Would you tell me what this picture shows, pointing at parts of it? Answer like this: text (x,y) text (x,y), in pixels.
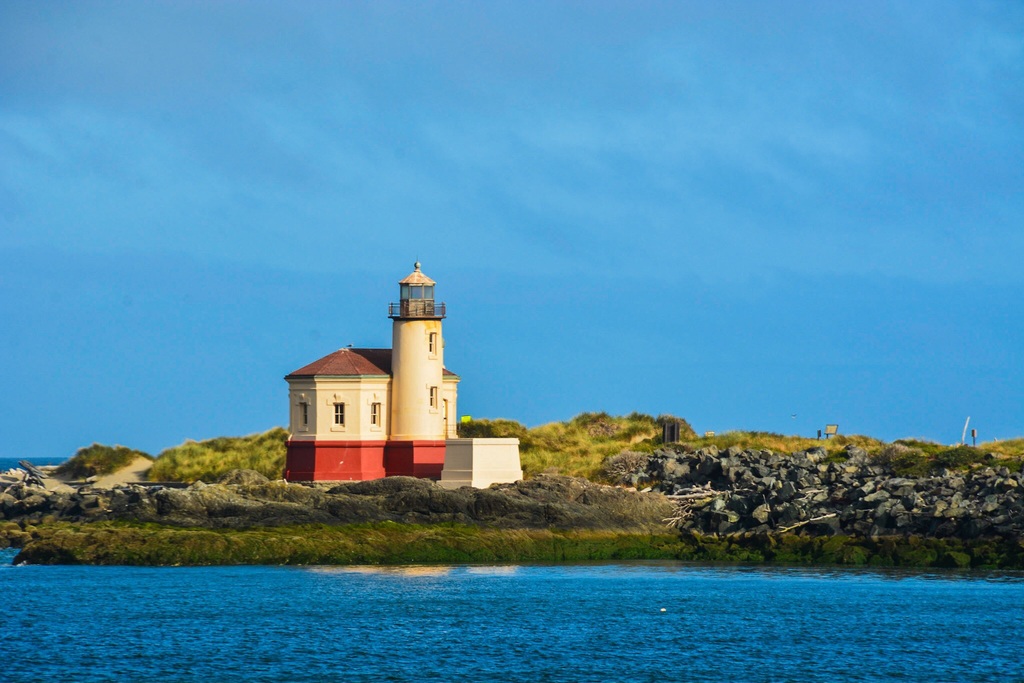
In this image I can see a house (457,379) visible in front of the lake (583,611) and I can see stones (870,467) on the right side (747,484), at the top (846,176) I can see the sky (826,176).
